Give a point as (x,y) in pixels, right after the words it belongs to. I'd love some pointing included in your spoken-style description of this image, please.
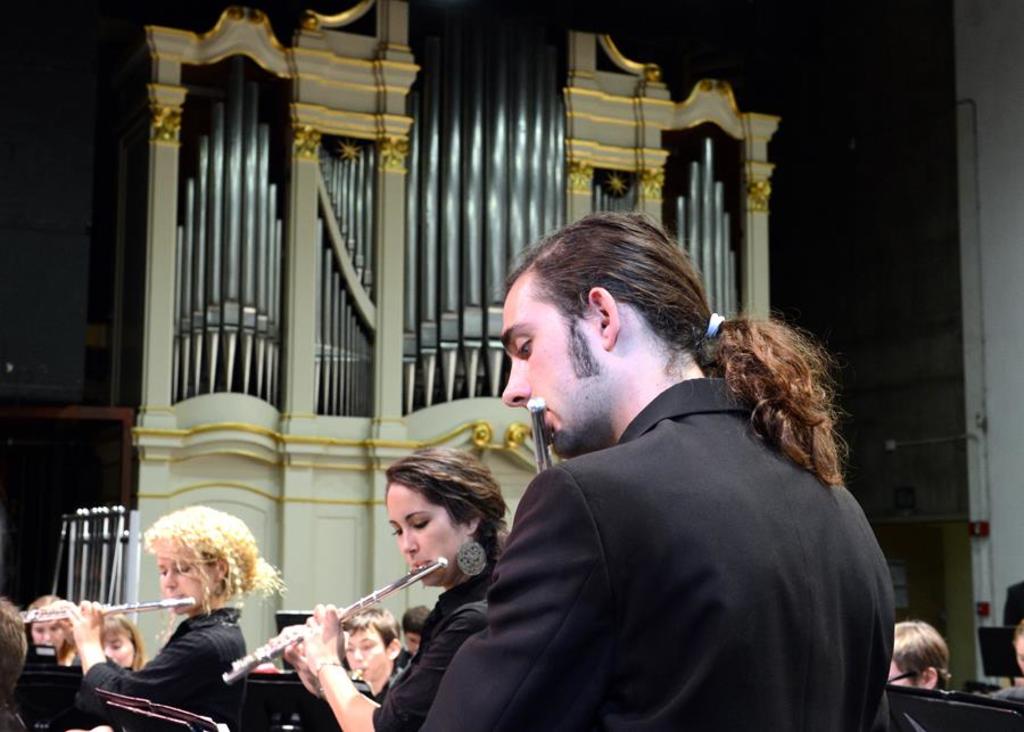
In this image I can see number of people (772,611) and all of them are holding musical instruments (540,415). In the background (178,439) I can see a design (540,177).
